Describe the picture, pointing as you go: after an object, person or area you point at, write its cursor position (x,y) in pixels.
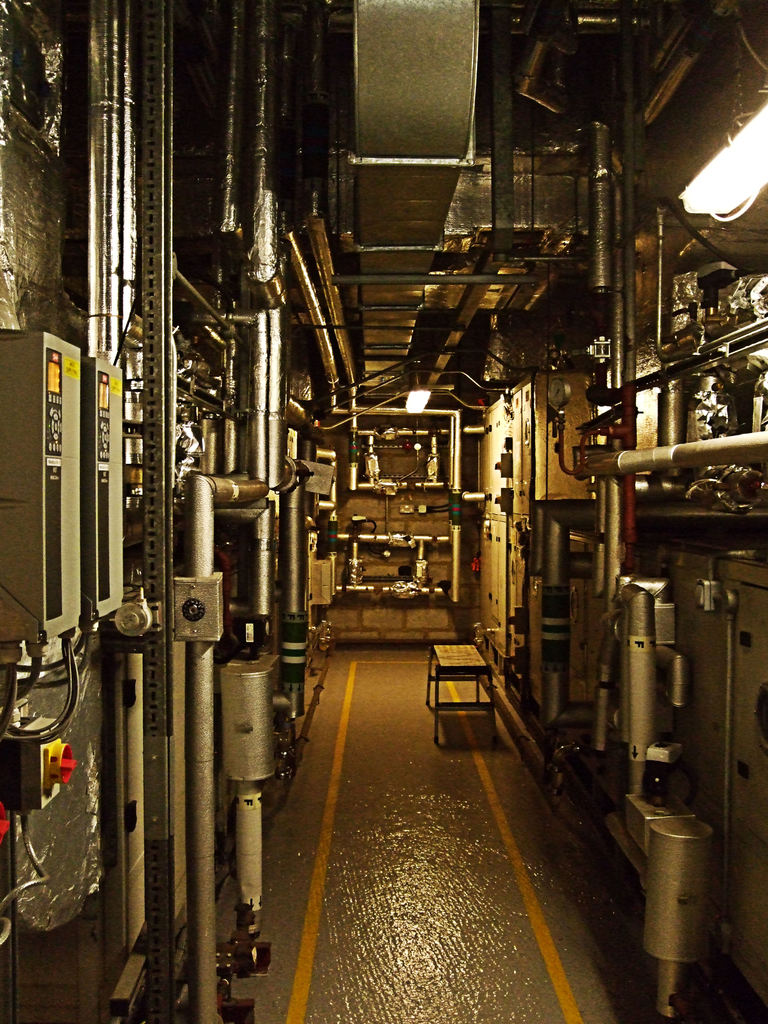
This picture looks like few machines (251,779) and a small table (462,677) and I can see light (701,195).
